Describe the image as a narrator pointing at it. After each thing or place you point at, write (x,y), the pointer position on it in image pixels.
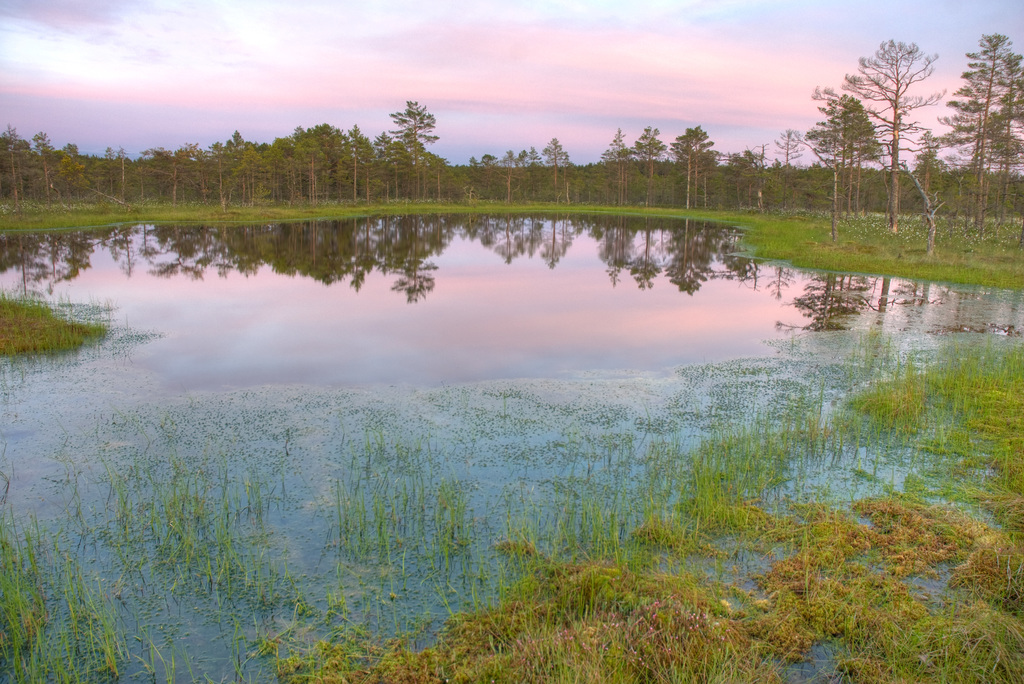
In this image we can see sky (125,77) with clouds (123,59), trees (761,187), grass (753,229) and a lake (236,330).
